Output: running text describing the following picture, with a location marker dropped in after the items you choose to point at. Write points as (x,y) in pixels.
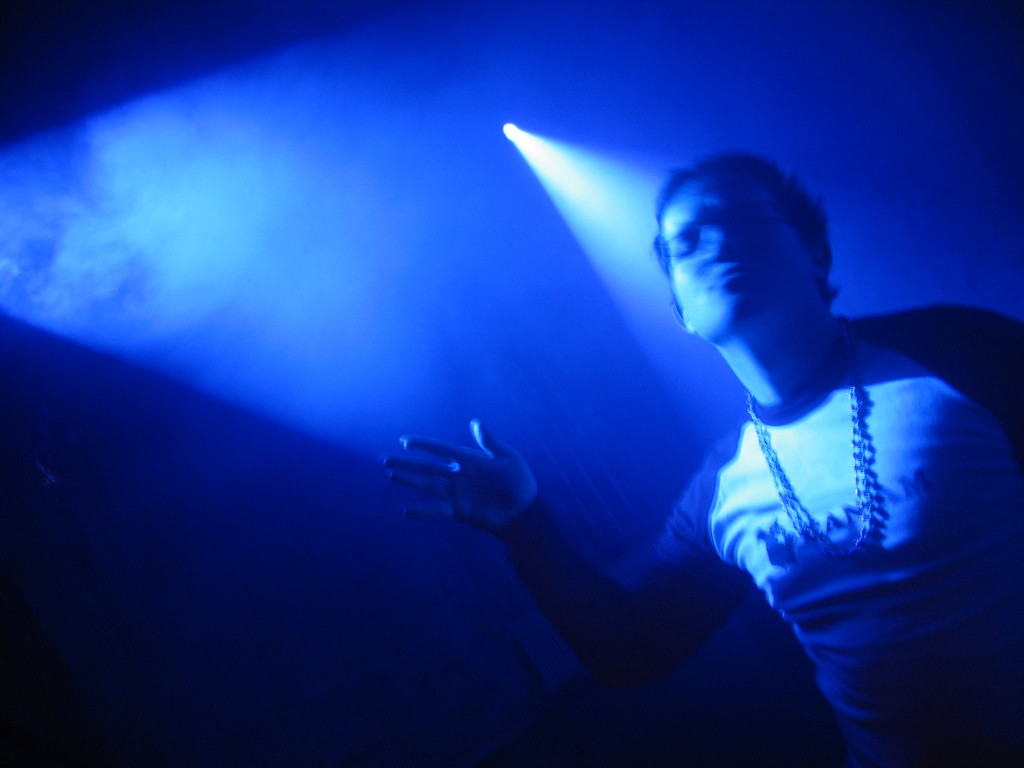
In this picture there is a person (825,653). In the background of the image (310,205) it is dark and we can see light (320,196) and smoke (313,217).
